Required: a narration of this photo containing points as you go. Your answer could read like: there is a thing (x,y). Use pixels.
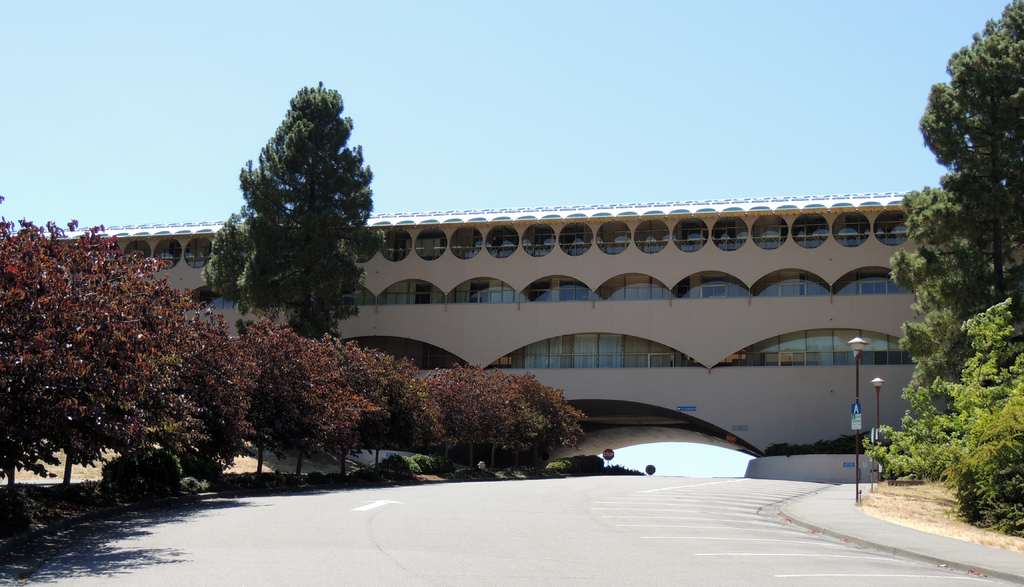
In this image, we can see some trees (155,381) and plants (138,498). There is a building (524,292) in the middle of the image (470,289). At the top of the image (535,58), we can see the sky (525,78). There are poles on the right side of the image (858,379).
